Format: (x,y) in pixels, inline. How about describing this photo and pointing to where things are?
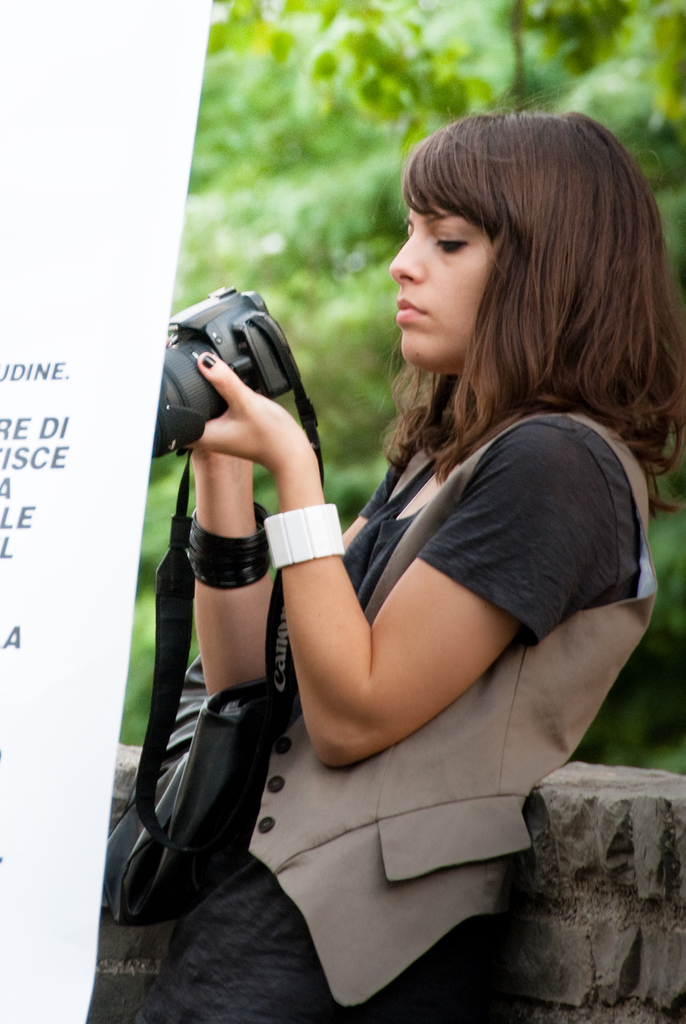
As we can see in the image there is a tree (409,111) and a woman (455,464) holding camera (202,430).
